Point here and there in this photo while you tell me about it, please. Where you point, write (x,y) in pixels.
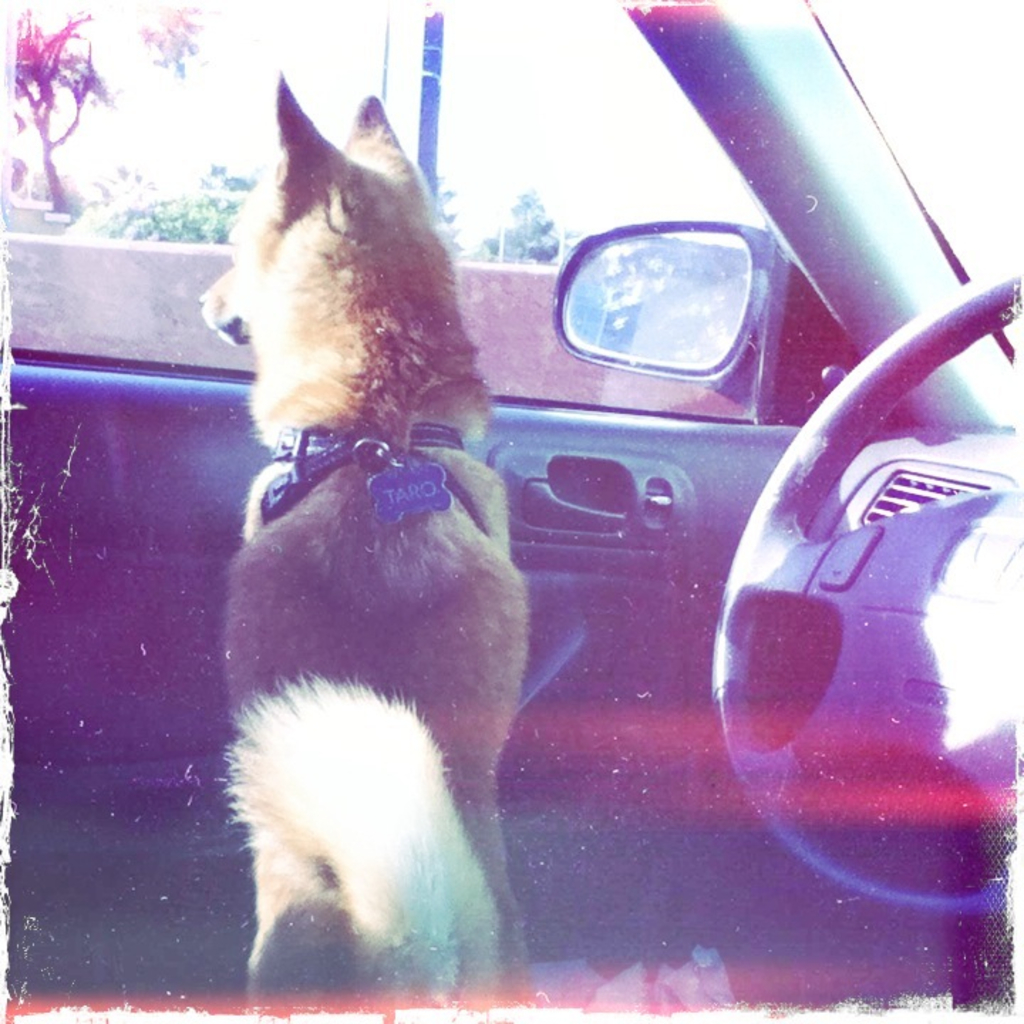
In this picture we can see a dog (405,342) inside a car (538,845). This is steering (995,711), door handle (614,496) and mirror (640,244) of a car (650,346). Through car glass window (135,71) we can see outside view (209,31) and trees (188,220).
